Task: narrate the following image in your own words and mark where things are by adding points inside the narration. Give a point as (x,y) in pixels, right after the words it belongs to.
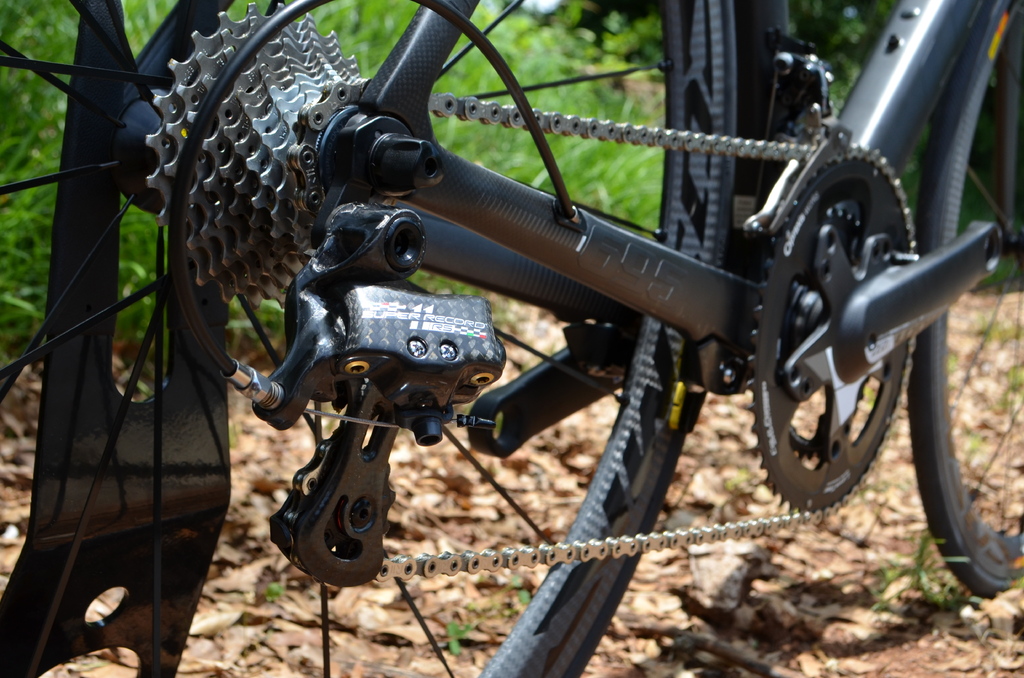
In this image I see a cycle (868,236) over here which is of black in color and I see ground (510,464) on which there are leaves (967,609). In the background (2,16) I see the grass (34,31).
